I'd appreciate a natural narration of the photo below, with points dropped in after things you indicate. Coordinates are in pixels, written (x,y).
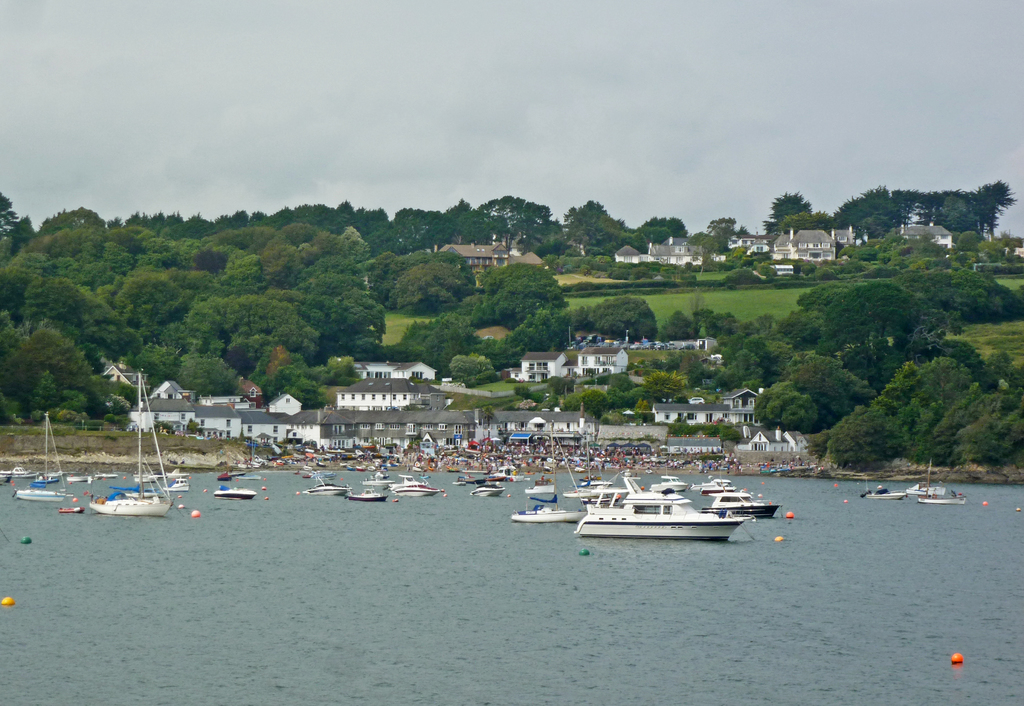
In this picture there are boats (602,496) on the water (577,669). At the back (45,360) there are buildings (566,422) and trees (847,347) and there might be group of people (377,452). At the top (565,91) there is sky (546,83). At the bottom (506,611) there is water (838,530).
